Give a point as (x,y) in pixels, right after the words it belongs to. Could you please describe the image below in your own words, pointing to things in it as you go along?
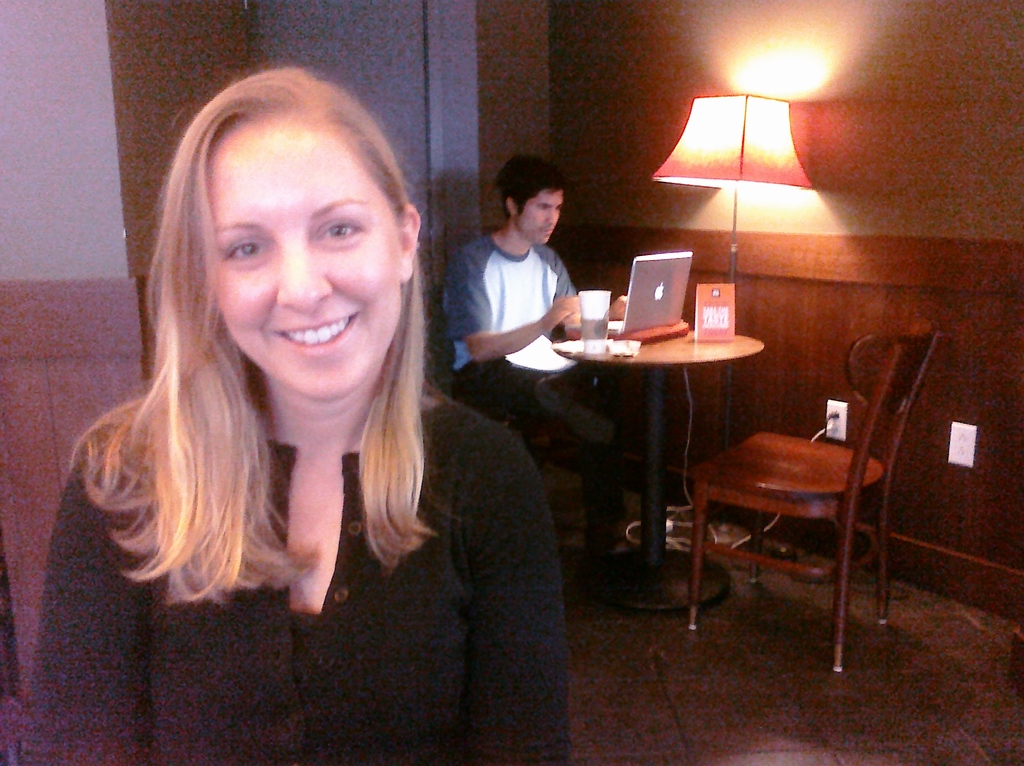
In this image there is a woman (292,469) wearing a black top (352,687). Behind her there is a person (536,378) sitting on the chair (546,434). Before him there is a table (640,361) having a glass (586,309), laptop (654,312), board (728,327). Beside the table (651,392) there is a lamp (723,171). Right side (811,514) there is a chair (841,576) on the floor (793,584). Background (48,152) there is a wall (582,154).
